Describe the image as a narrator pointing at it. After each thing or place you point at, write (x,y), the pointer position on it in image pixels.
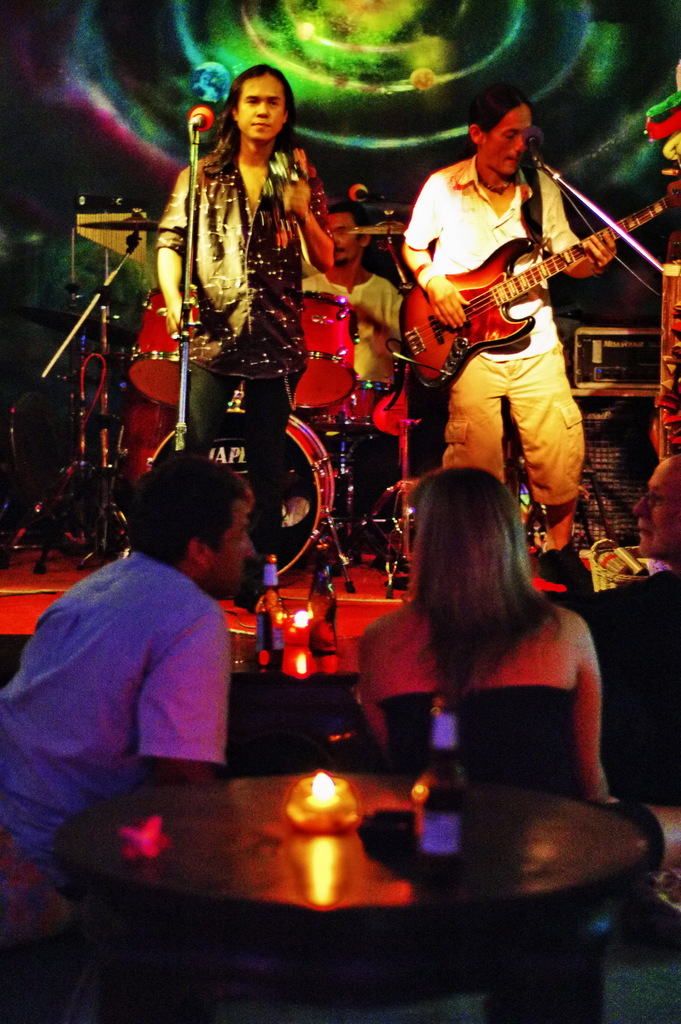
In this image we can see three people (297,338) performing on stage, the man (508,187) on the right side (498,289) is playing guitar (526,246) in front of a microphone (534,161), the man (395,338) in the background (351,304) is playing drums (352,317), in front (198,690) there is a man (219,702) and woman (426,573) sitting on chair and looking at the performance.
